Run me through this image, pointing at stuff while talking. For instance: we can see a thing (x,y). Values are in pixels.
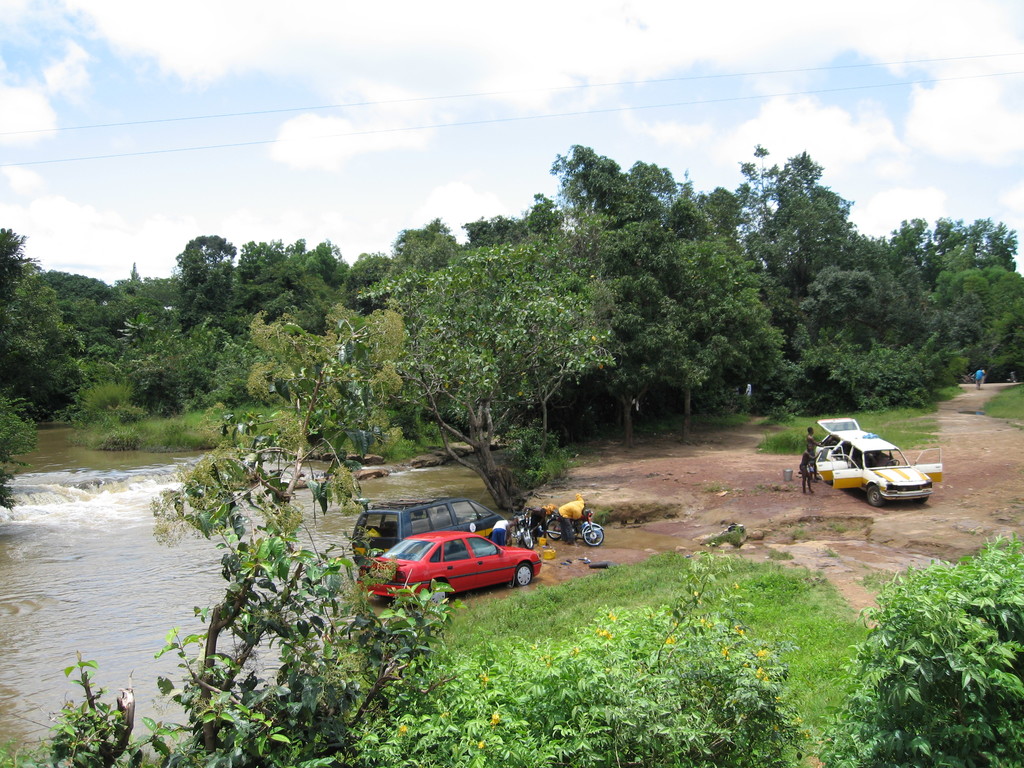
In this image we can see cars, bikes (523,529) and few persons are standing on the ground (592,549). On the left side (132,640) we can see water (110,457). At the bottom (664,682) there are trees (609,689) and grass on the ground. In the background (324,122) there are trees (618,245), electric wires (478,121) and clouds (935,50) in the sky (135,105).
